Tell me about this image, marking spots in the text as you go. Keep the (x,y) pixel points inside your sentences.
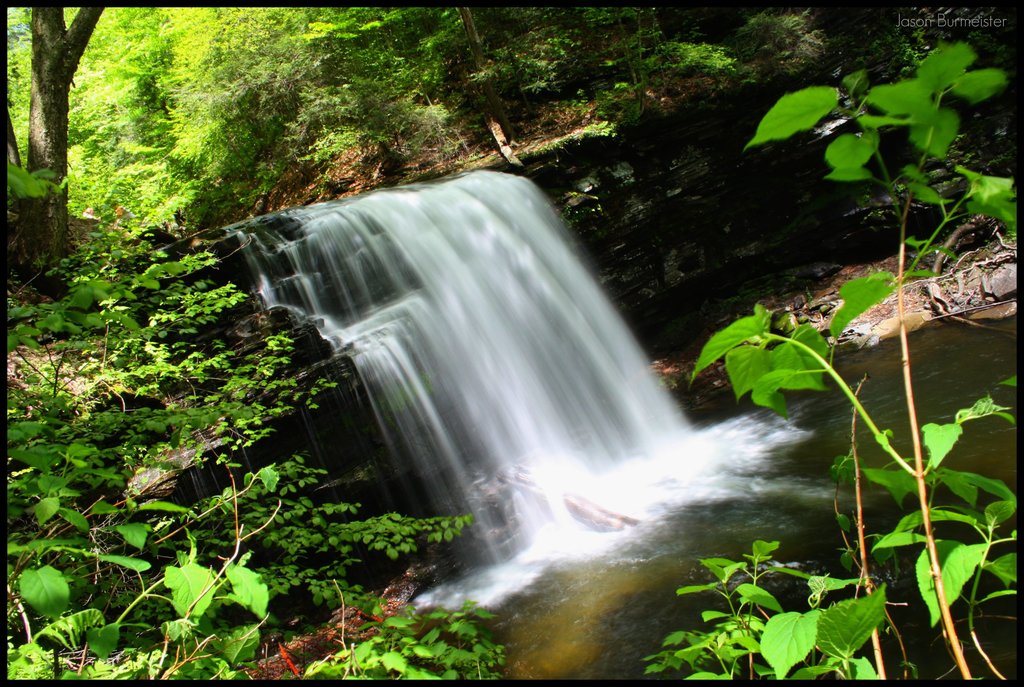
In the image there is a waterfall (531,407) in the middle (595,292) with plants (87,387) and trees (80,176) on either side of it.
